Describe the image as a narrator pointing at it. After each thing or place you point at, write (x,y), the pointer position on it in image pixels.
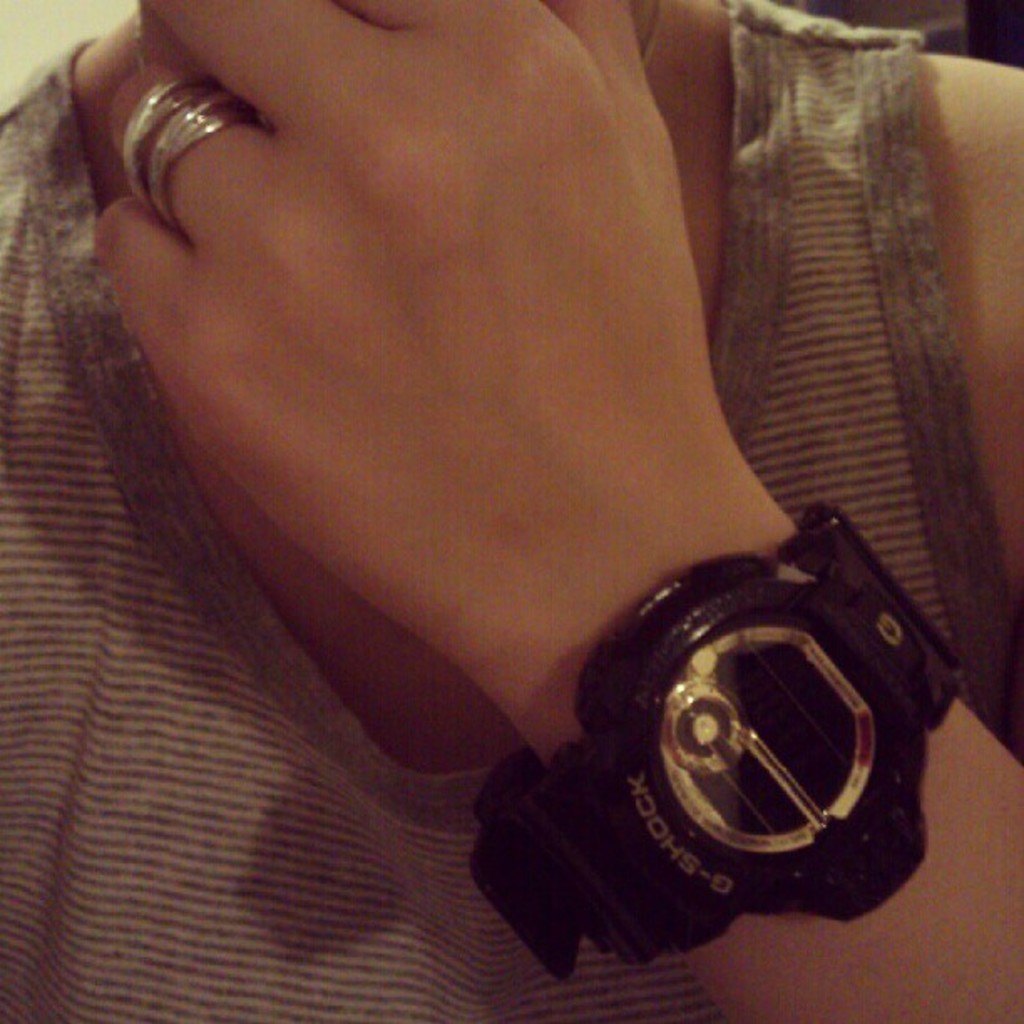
In this image we can see a person (876,251) wearing rings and a wristwatch (864,627) on his hand (576,382).
